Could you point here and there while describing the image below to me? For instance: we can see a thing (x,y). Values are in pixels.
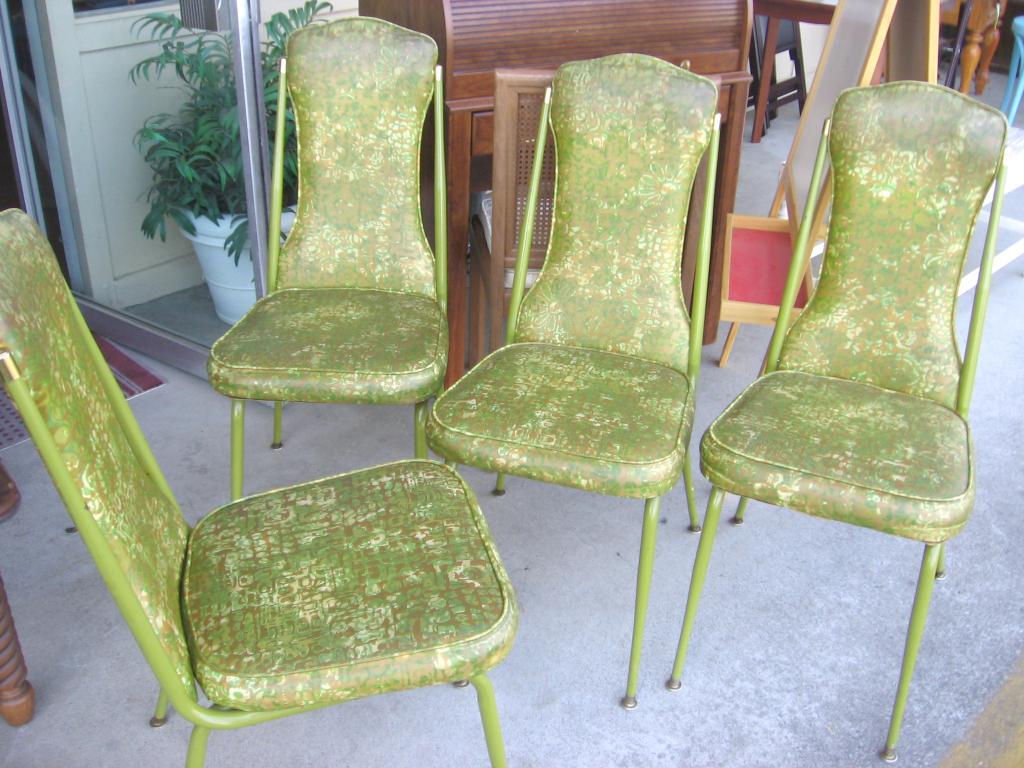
In this image we can see chairs (592,422). In the back (536,48) there is a wooden object (457,51). Also there is a pot (228,216) with plant (238,194). And there are boards (840,76) with stand (810,264). In the background (763,114) there are few other objects (971,8).
